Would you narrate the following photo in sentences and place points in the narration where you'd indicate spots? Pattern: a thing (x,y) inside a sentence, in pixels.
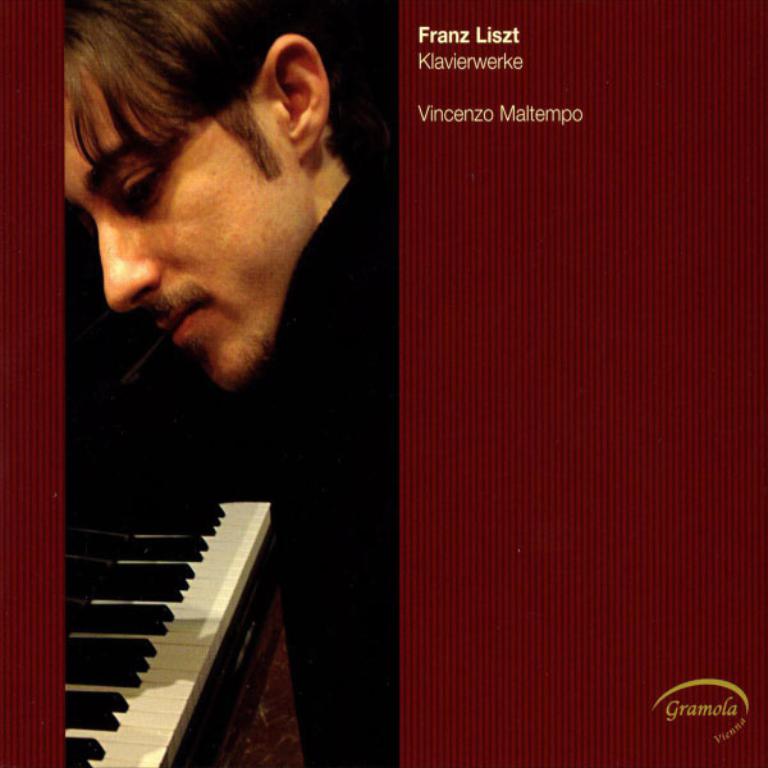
This picture shows a man (212,487) and a piano (244,519) and we see text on the top (511,35) and bottom right corner.
